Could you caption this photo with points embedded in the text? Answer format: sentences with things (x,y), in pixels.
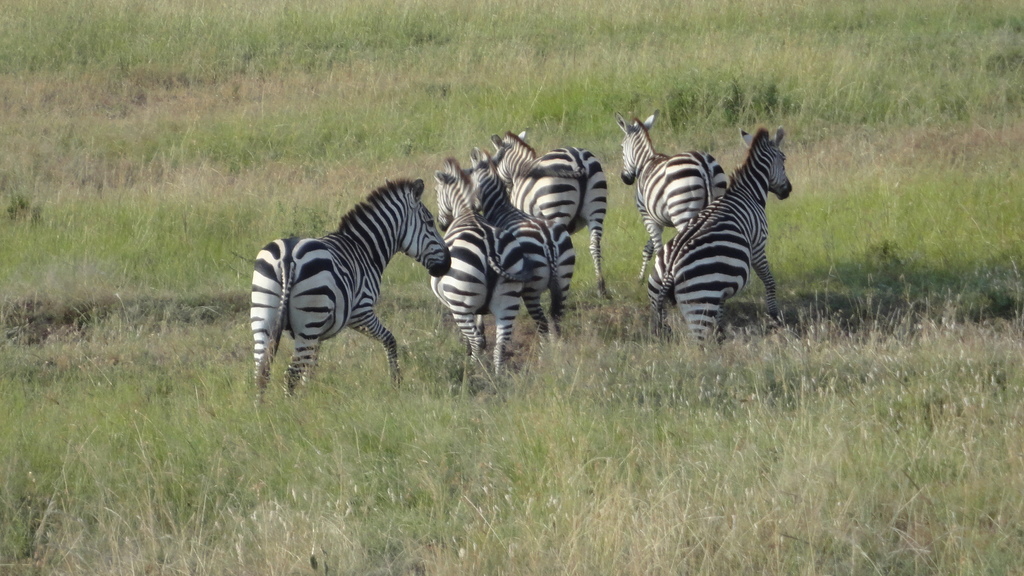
In the center of the picture (423,231) there are zebras (468,211). In this picture there is grass (415,82).
